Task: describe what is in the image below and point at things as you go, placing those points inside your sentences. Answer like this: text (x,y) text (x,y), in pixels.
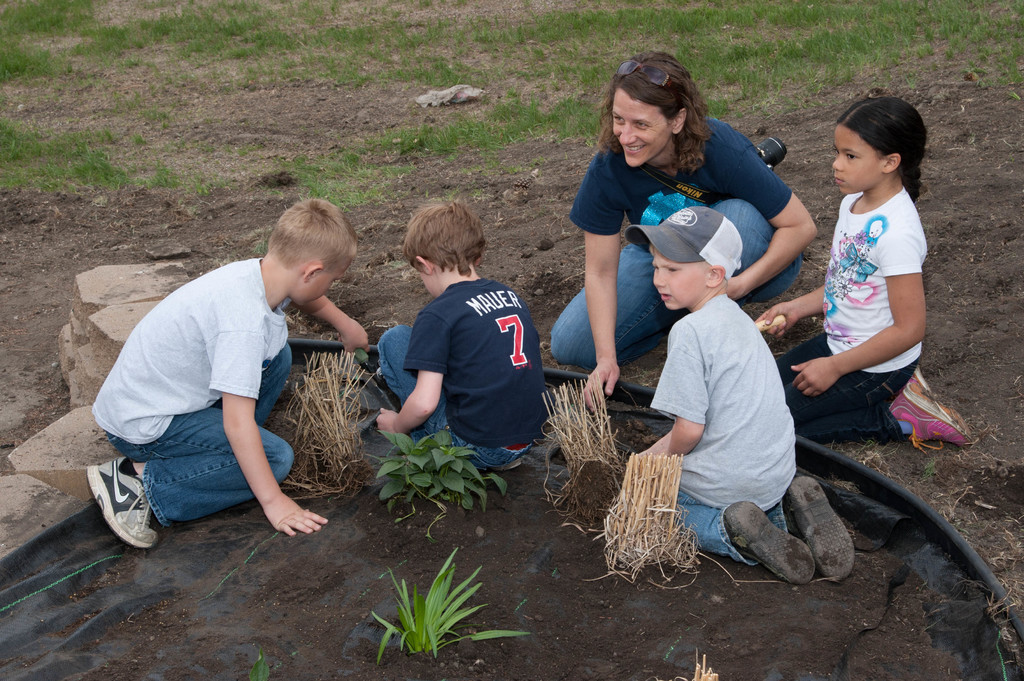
In this image, on the right (765,277) there is a woman (682,148), she wears a t shirt (661,194), trouser (568,339) and there is a girl (845,300) and a boy (749,437). On the left (256,375) there is a boy (207,363), he wears a t shirt (187,407), trouser (174,487), shoes (123,494) and there is a boy (426,327), he wears a t shirt (443,367), trouser (401,388). In the middle (589,410) there are plants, grass (314,176), stones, pipe (928,516), land (991,294).
